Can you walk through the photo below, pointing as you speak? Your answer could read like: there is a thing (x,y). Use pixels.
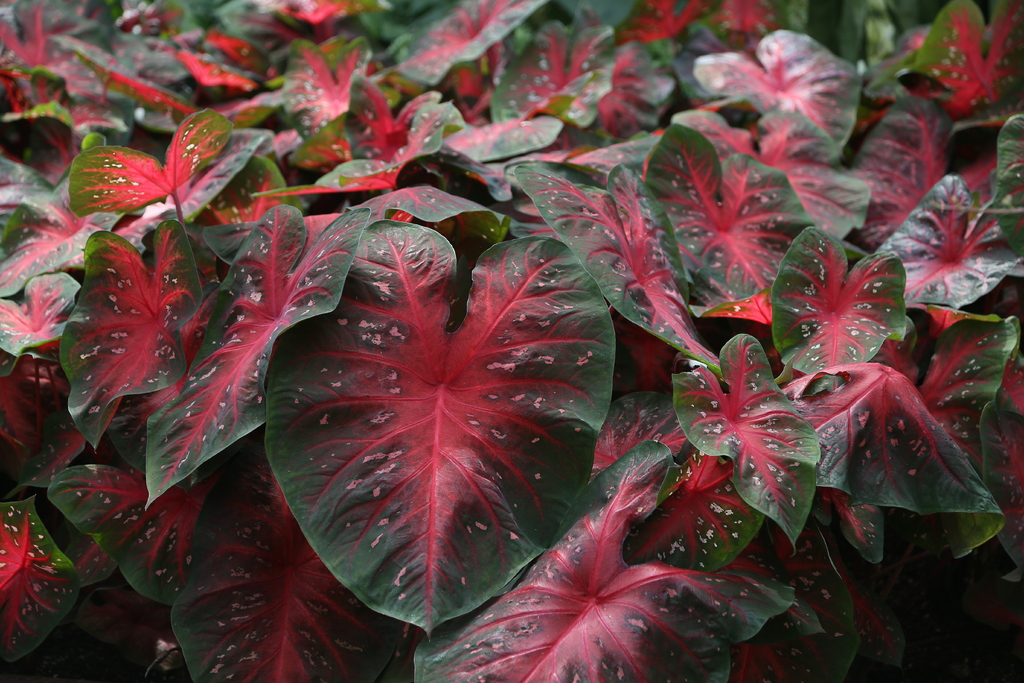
In this image we can see leaves (660,202).
